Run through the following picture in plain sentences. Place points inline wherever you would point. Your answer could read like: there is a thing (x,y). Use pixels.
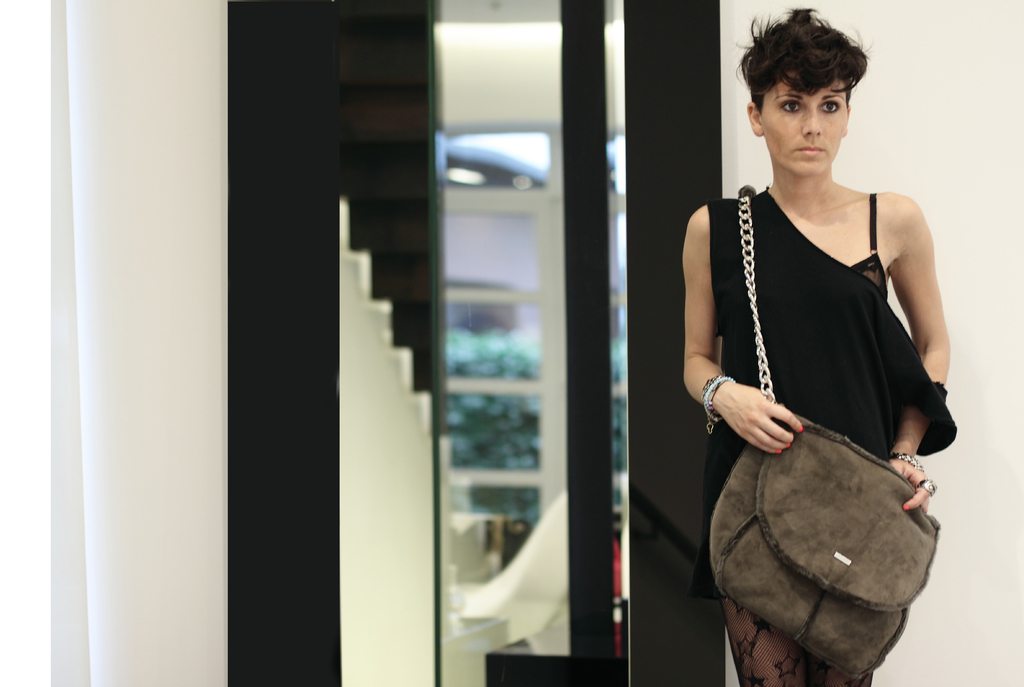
In this image i can see a woman (808,324) in black dress (824,359) and standing. In the background (555,345) i can see a wall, a window (493,418) through which i can see few trees (494,423).
